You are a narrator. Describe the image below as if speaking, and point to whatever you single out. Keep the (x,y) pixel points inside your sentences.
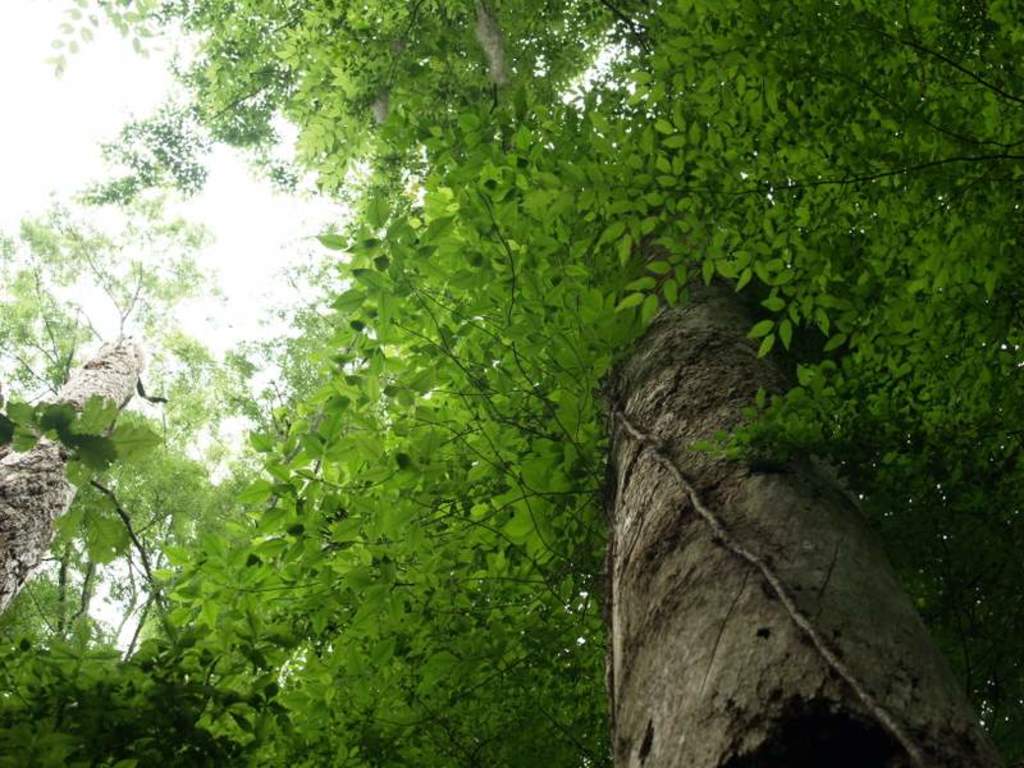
This picture shows few trees (510,583) and we see a cloudy sky (68,81).
